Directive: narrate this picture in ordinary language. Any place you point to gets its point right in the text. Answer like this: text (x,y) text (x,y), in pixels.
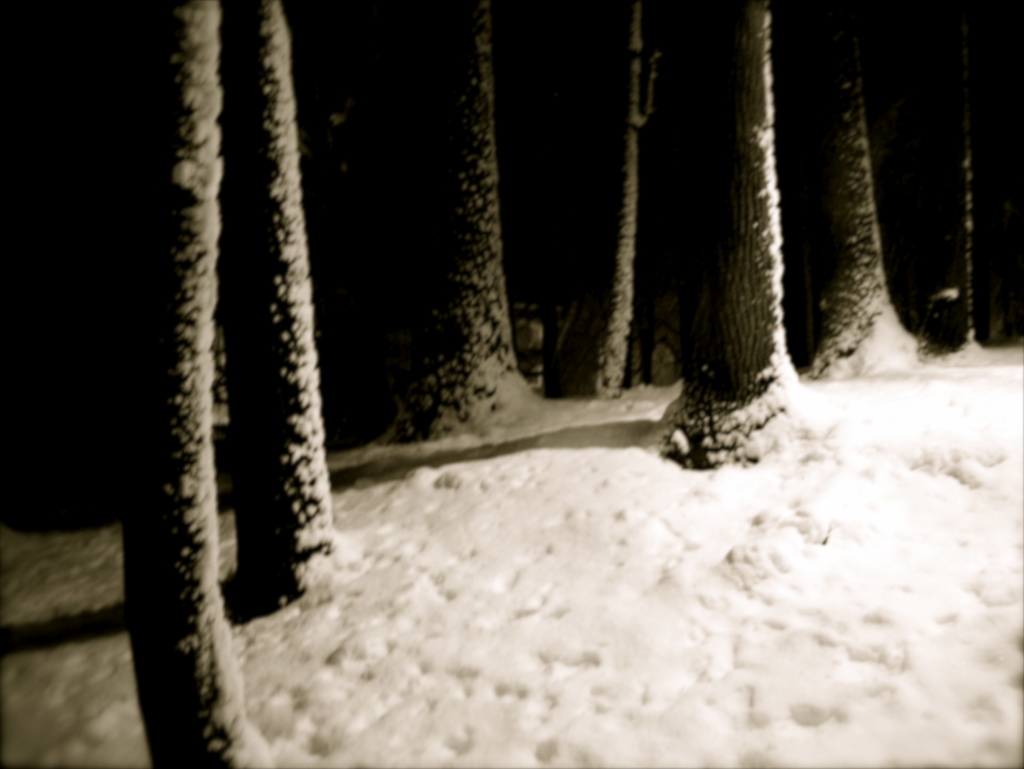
In this image we can see some trunks (765,149) of trees (169,192), also we can see the snow (606,464), and the background (995,152) is dark.
